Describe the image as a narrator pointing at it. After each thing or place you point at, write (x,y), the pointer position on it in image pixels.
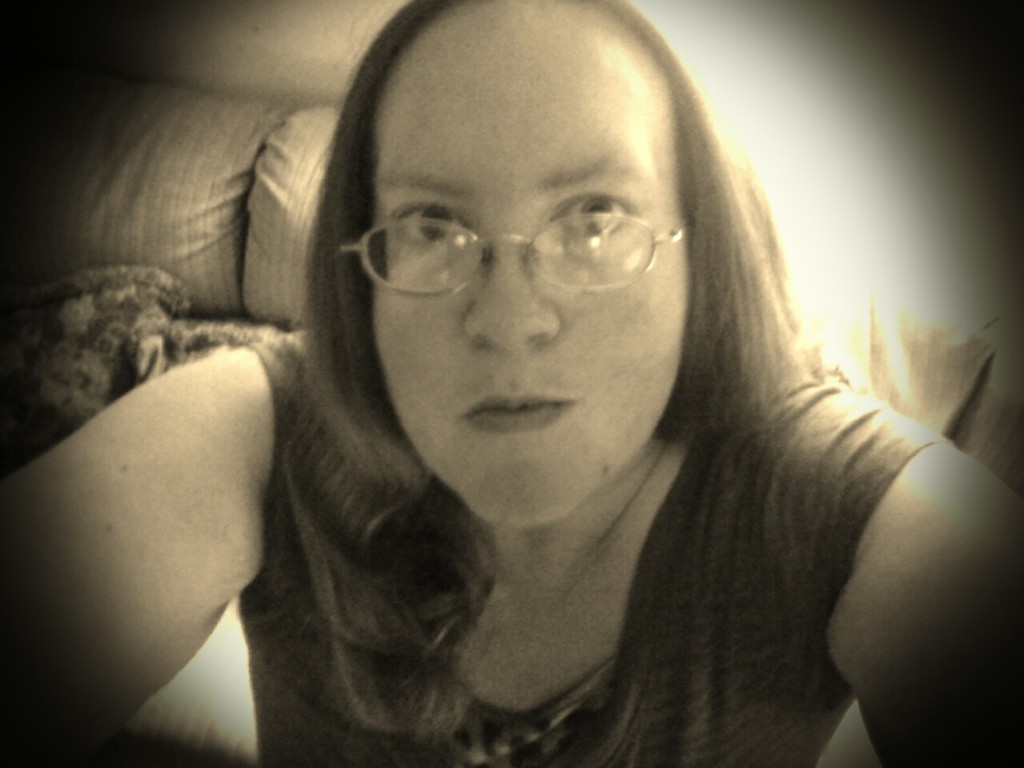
In this image person (554,610) is taking the picture. At the background (188,237) there is a sofa (152,139).
